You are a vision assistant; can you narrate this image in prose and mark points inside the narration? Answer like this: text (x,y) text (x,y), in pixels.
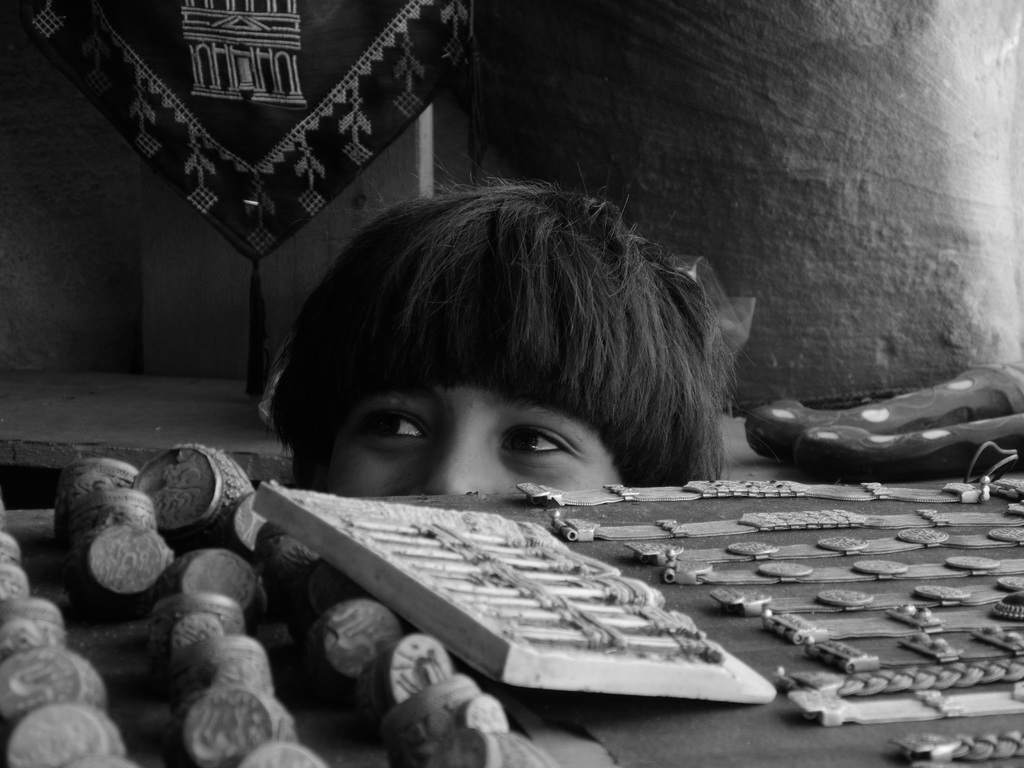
This is a black and white picture. In the middle of the picture (514,396), we see a child (462,429) who is smiling. In front of her, we see a table (715,703) on which jewelry (690,632) is placed. Behind her, we see a wall (25,283).
